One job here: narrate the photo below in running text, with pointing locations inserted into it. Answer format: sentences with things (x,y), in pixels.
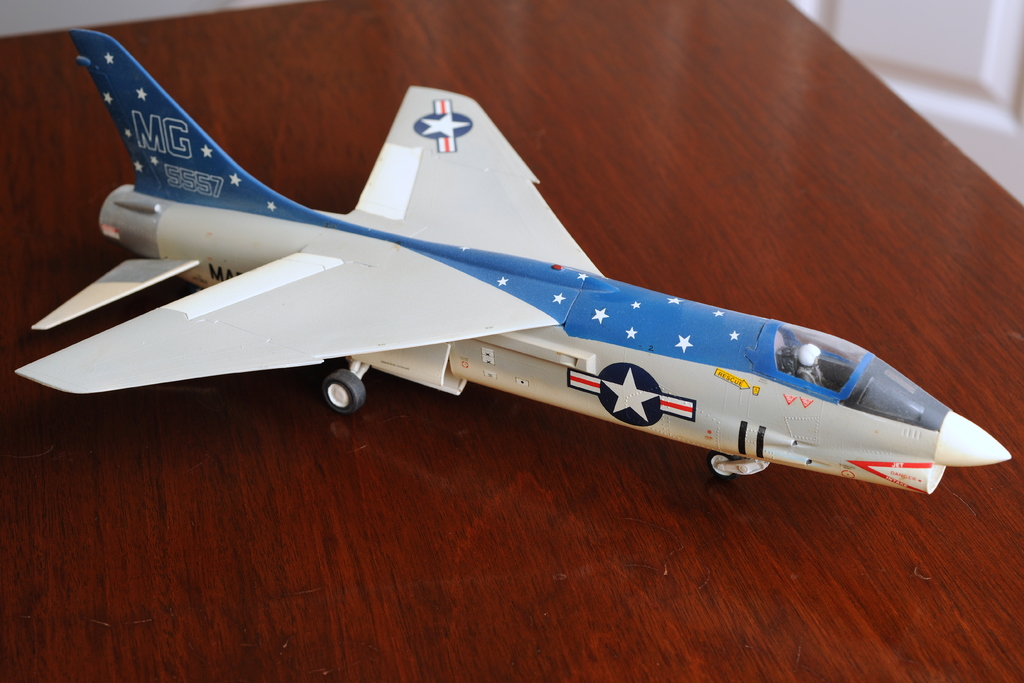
In this picture there is a toy aeroplane (511,322) in the center of the image (523,365), which is placed on a table (95,129).
